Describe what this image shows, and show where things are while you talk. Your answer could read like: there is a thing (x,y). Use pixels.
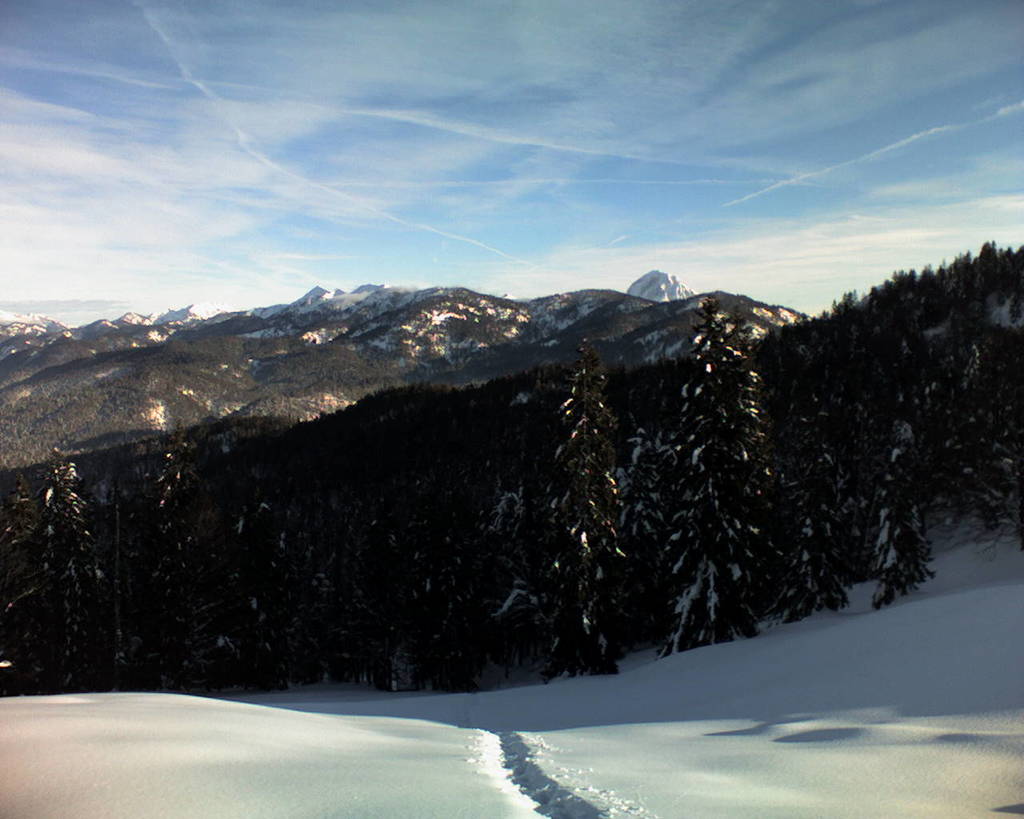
In this image we can see snow (613,708), trees (496,481), mountains (453,341) and the sky (546,145) at the top (656,124).
